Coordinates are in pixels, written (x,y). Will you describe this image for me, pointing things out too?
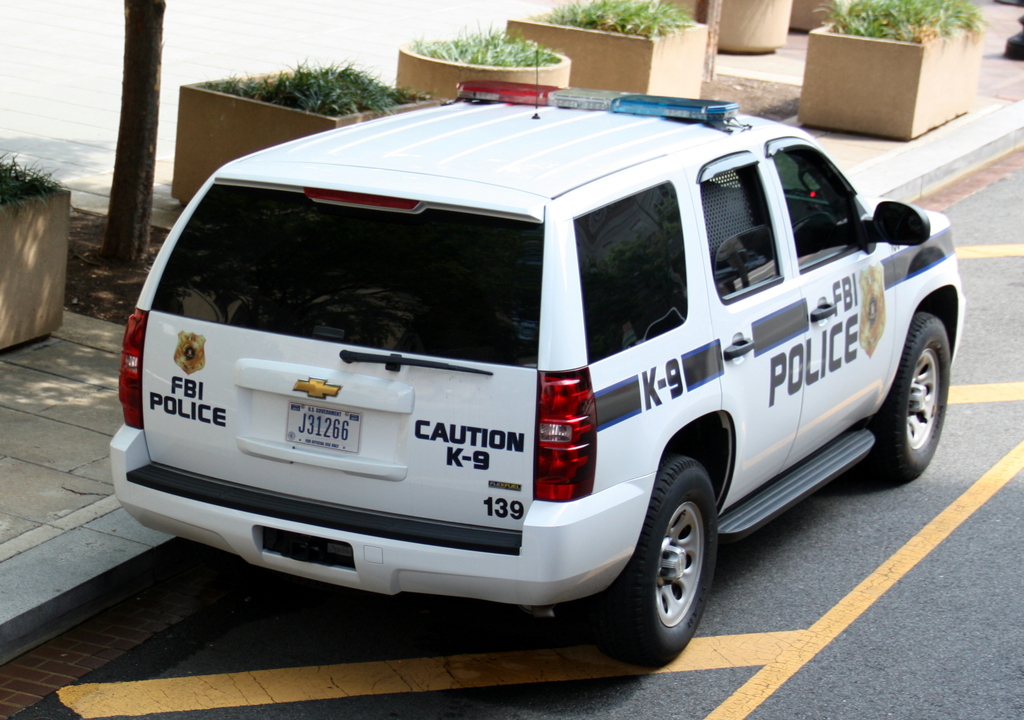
In this image, we can see a car (649,423) is parked on the road (536,662). On the road (578,655), we can see few yellow lines (800,668). Background (33,301) we can see plants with pots (971,94), walkway (828,146) and tree trunk (141,175).
